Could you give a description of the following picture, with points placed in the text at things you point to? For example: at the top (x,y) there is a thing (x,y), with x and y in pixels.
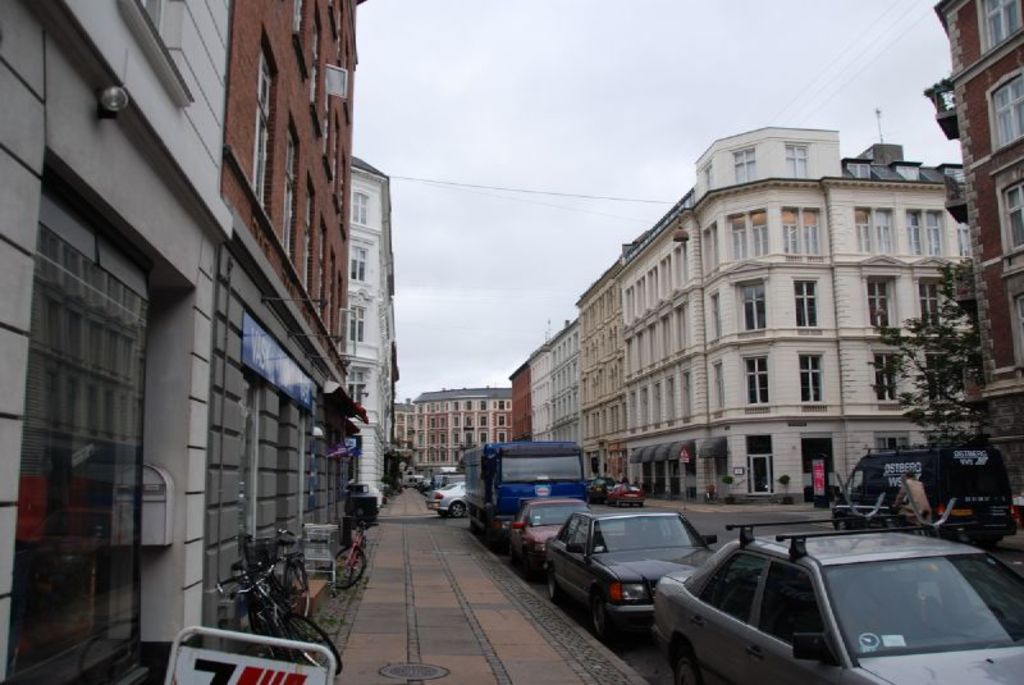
In this picture I can see vehicles (856,651) on the road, there are buildings (684,373), there is a tree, and in the background (545,141) there is the sky (544,100).
